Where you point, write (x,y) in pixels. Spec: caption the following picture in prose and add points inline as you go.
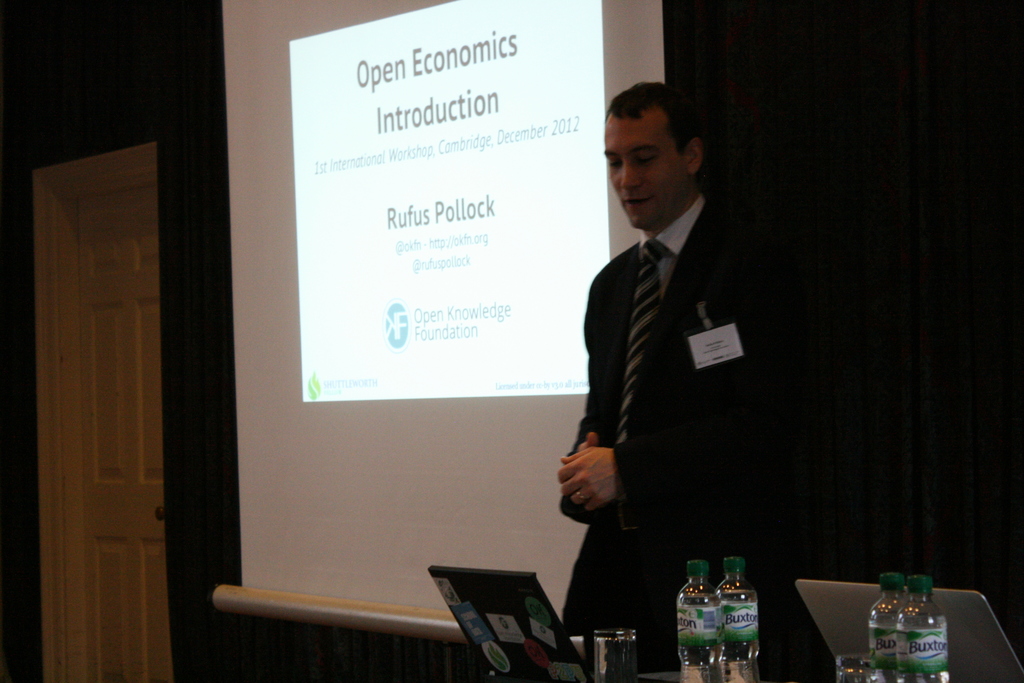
This person (680,188) is standing in-front of this screen (593,183). This is door (126,521). On this table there are laptops (568,675), bottles (728,629) and glass (626,644). This is black curtain (878,357).
